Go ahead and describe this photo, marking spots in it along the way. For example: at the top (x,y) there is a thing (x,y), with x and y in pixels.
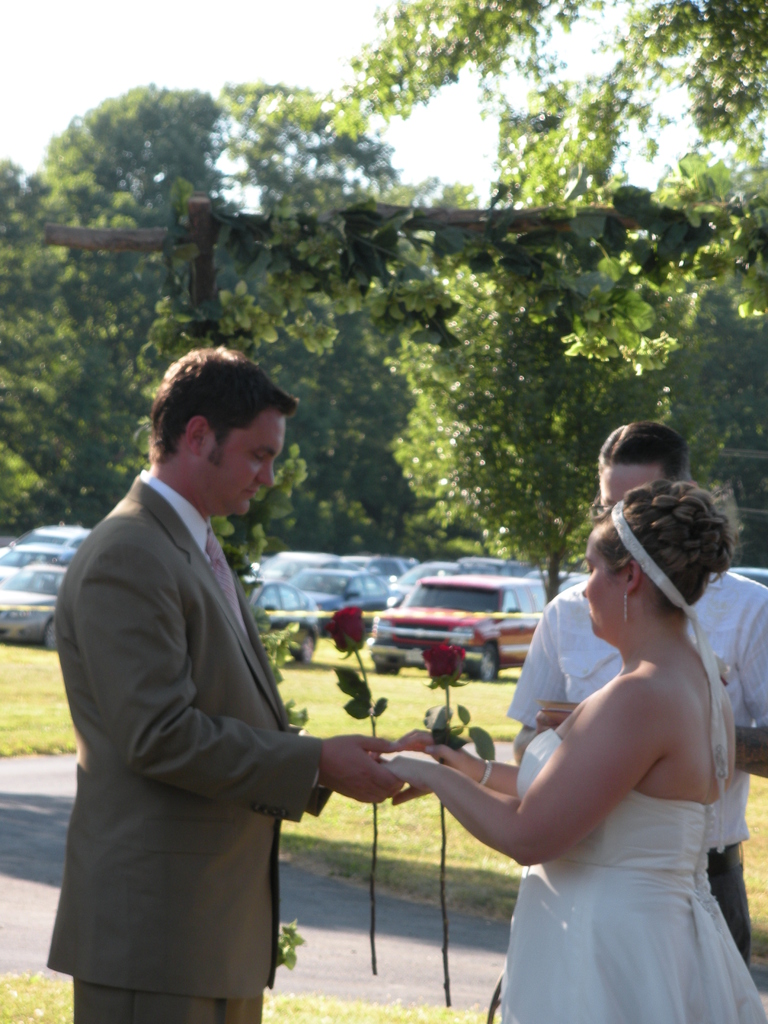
There is a man (141,610) and woman (666,801) in the foreground area of the image (307,753), by holding flowers (433,737) in their hands (335,767), there is another person (687,471) on the right side (536,667), there are vehicles (373,621), on the grassland (319,664), trees (340,312), it seems like a wall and the sky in the background area (224,157).
